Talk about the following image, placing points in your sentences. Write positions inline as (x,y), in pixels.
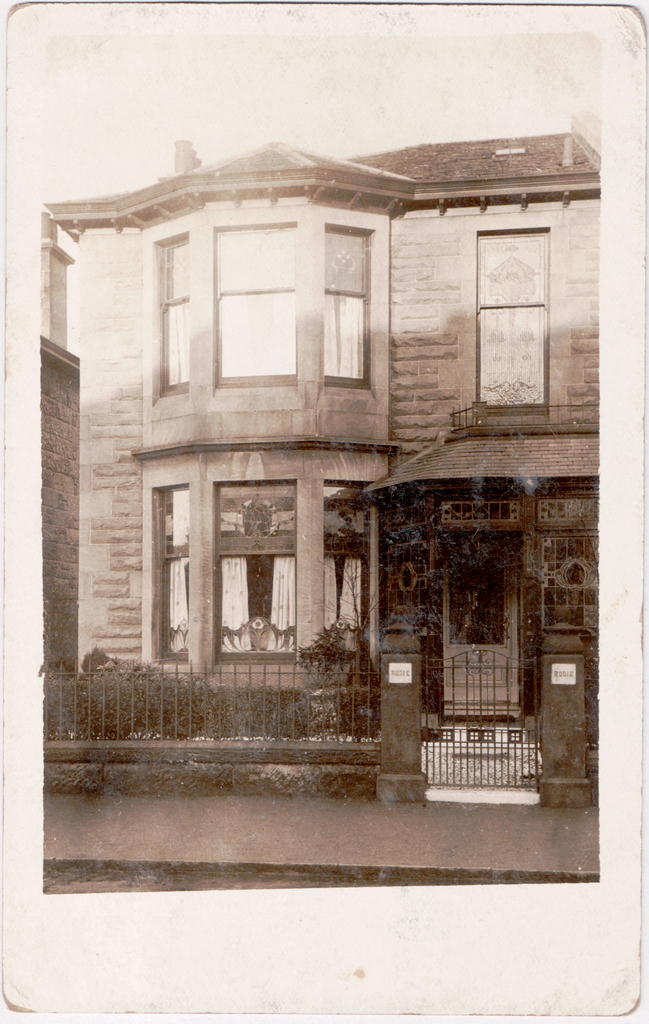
In this picture there is a building (308,405) in the background (281,450). In front of the building (330,505) there are plants (269,698) and there is a fence (161,692) and a gate (484,733).
